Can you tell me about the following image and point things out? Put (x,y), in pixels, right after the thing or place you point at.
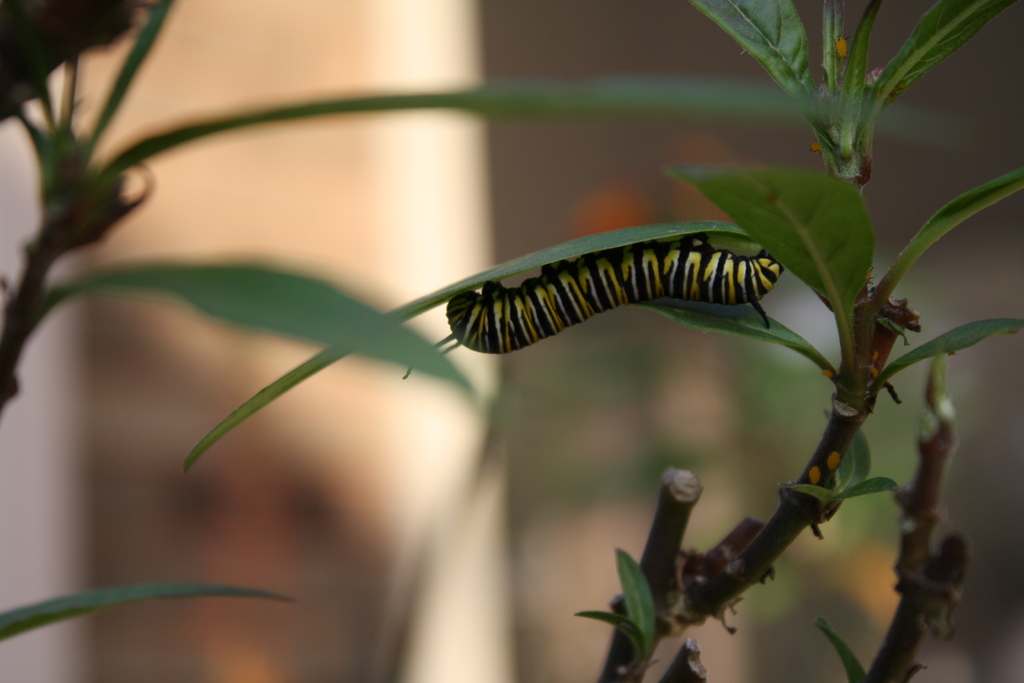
In this image in the center (630,302) there is an insect (623,289) on the leaf (558,260) and there are plants (34,303) in the front (848,398) and the background (465,164) is blurry.
